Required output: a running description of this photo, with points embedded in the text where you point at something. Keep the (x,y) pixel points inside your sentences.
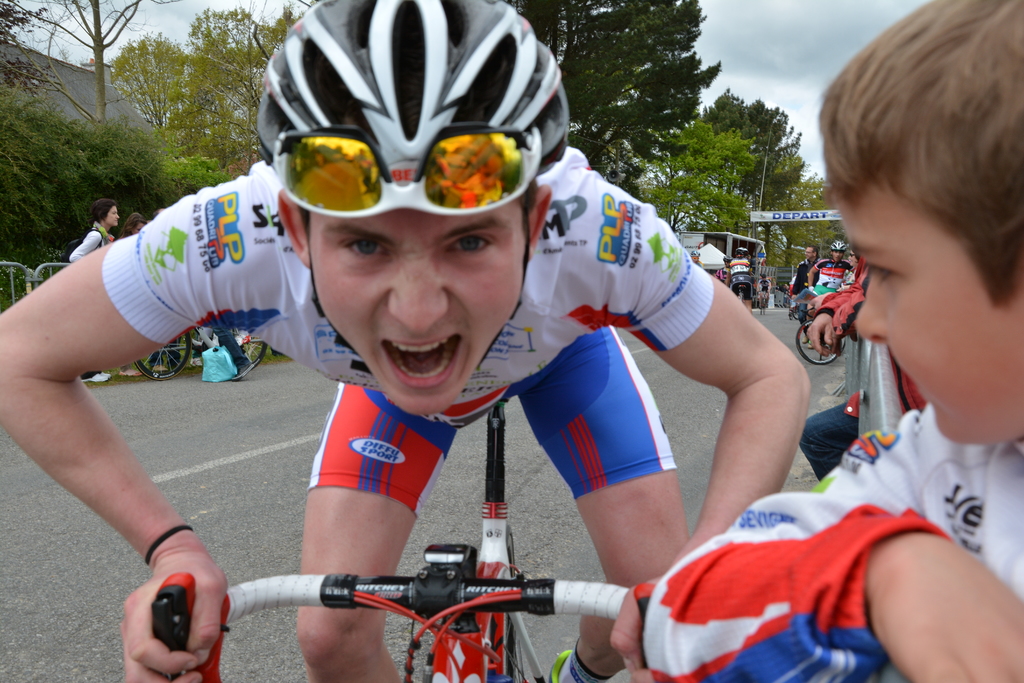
This is a picture taken in the outdoors. It is cloudy. The man (553,305) in white t shirt (557,286) was riding a bike (454,550) on road (181,479). background of the man (517,223) is trees (677,83) and sky (766,66).
